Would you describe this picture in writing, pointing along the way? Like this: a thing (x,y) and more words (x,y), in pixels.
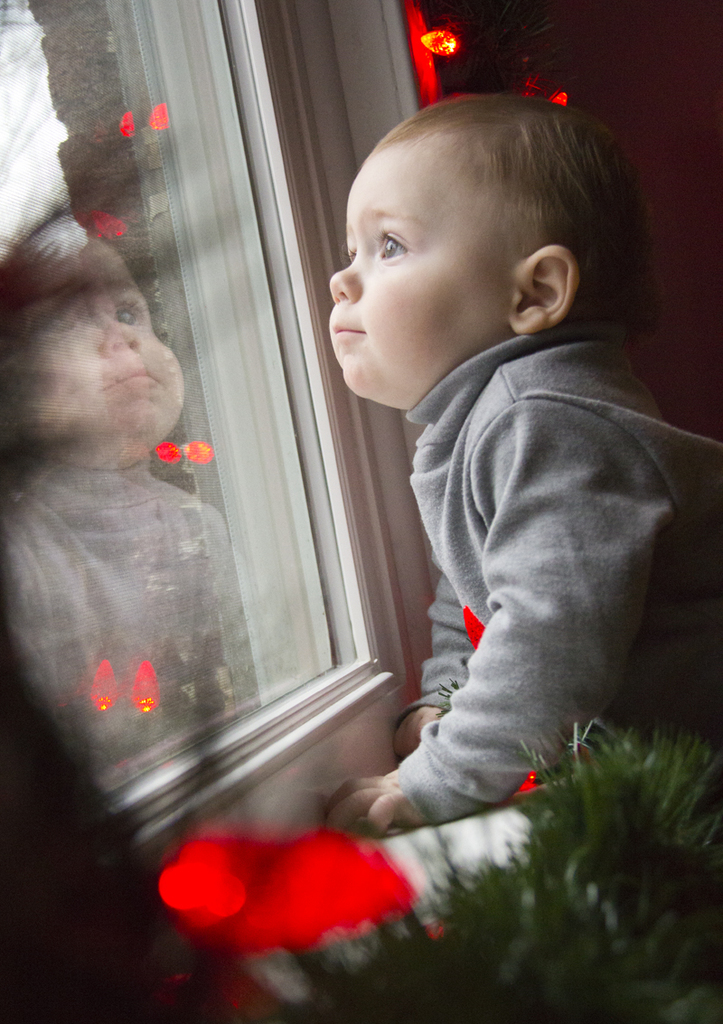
In this picture I can see in the middle (475,445) a boy (564,461) is looking into the window (305,29), at the bottom (529,885) it looks like the plastic leaves (550,900). At the top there is a red color light (558,103), on the left side (71,538) there is a glass window (71,538).
